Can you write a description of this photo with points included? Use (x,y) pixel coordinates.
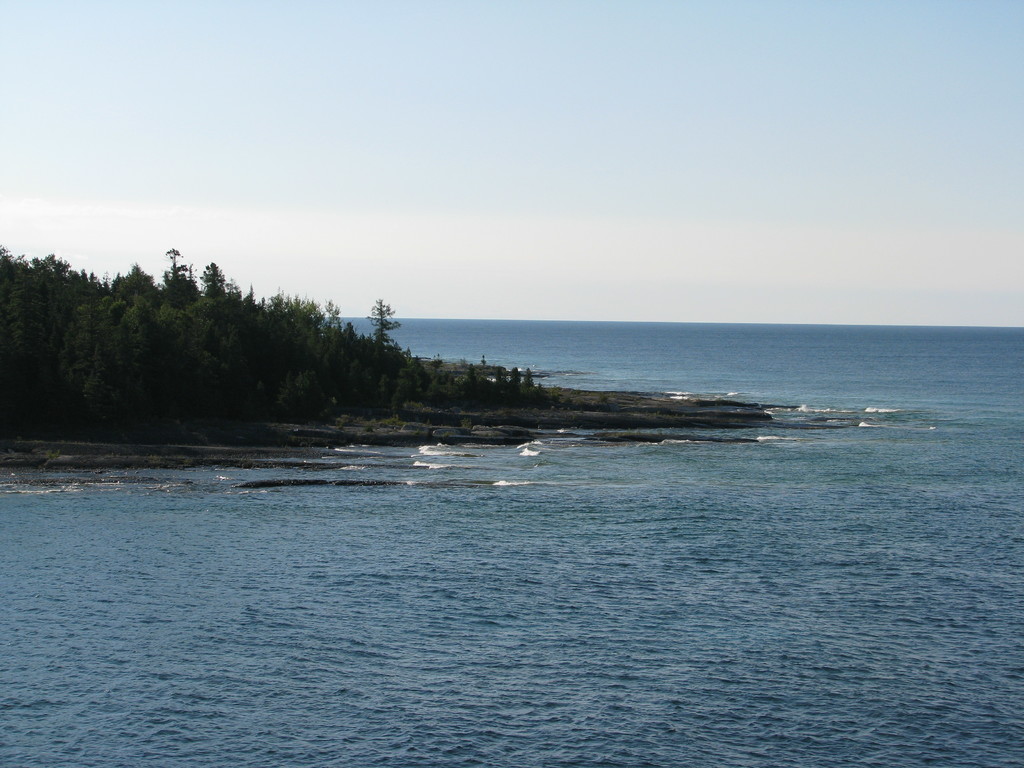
In this image we can see group of trees (289,376), water (409,446) and in the background (325,196), we can see the sky (580,232).
